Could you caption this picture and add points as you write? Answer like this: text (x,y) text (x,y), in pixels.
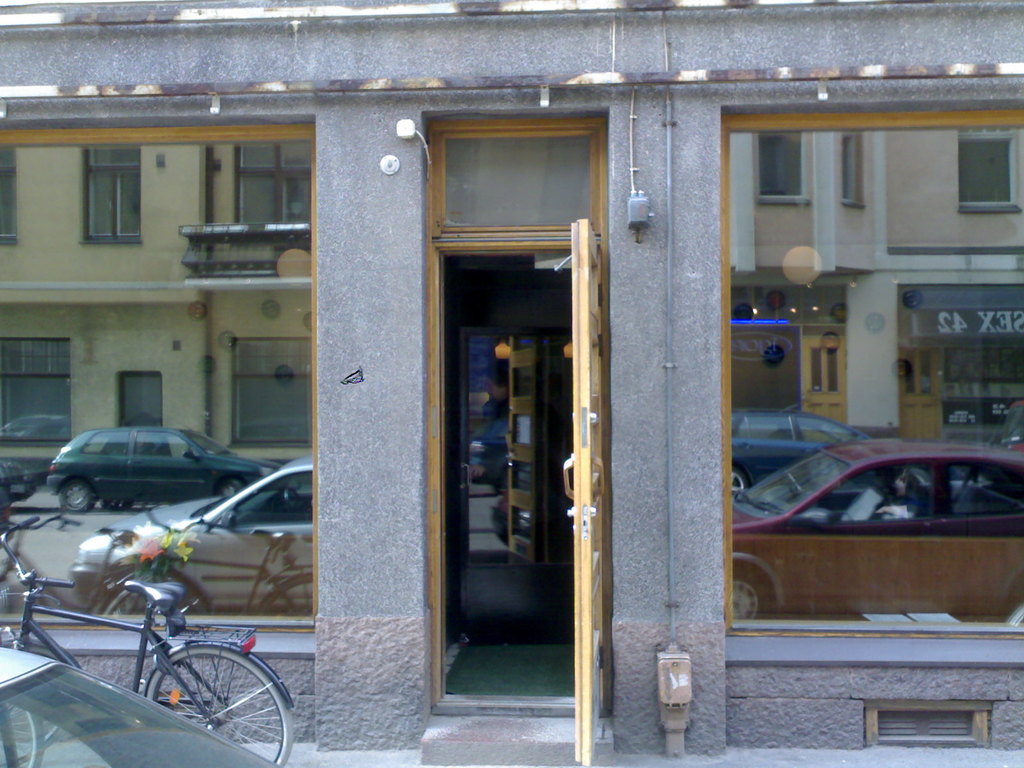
The picture is taken on the street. In the foreground of the picture (256,692) there is a car (99,713) and a bicycle (222,643). In the center of the picture (393,480) there is a building (709,673). On the right (883,373) there is a mirror (861,414), in the mirror (838,494) we can see cars (868,519) and buildings (911,180). On the left (139,359) there is another mirror (145,356), in the mirror (140,316) there are bicycles (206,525), cars (140,463) and buildings (274,265). In the center of the picture (439,327) there is a door (477,399), beside the door (460,424) there is a pipe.
